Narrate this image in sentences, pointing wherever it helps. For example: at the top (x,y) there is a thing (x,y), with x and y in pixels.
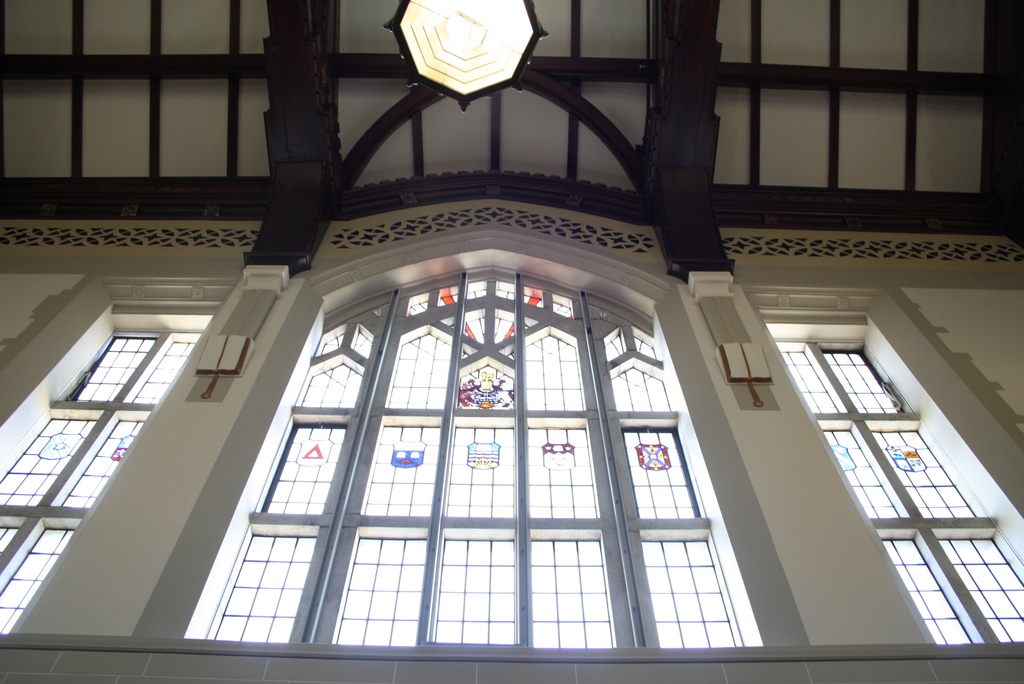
This is an inside view of a building (452,452) and here we can see windows (675,458), a light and at the top (638,60), there is a roof (710,52).
